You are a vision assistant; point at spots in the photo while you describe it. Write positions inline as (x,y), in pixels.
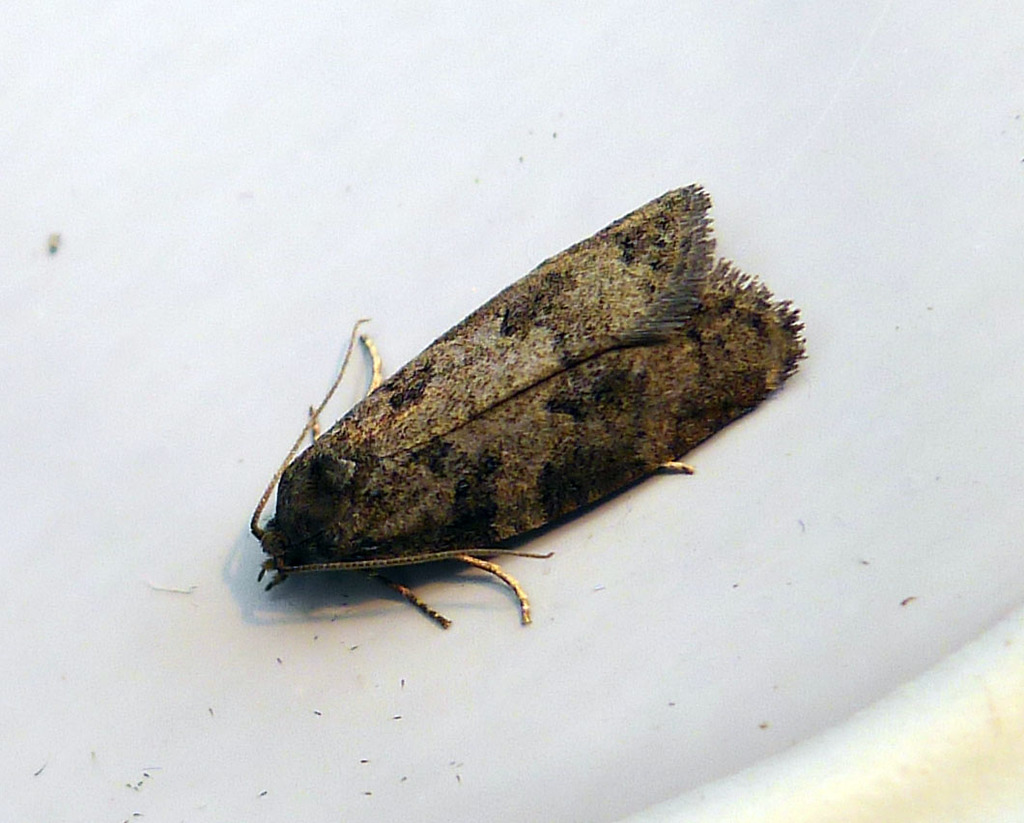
In this picture we can see an insect(Brown House Moth) (478,331) on a white surface (603,587).
